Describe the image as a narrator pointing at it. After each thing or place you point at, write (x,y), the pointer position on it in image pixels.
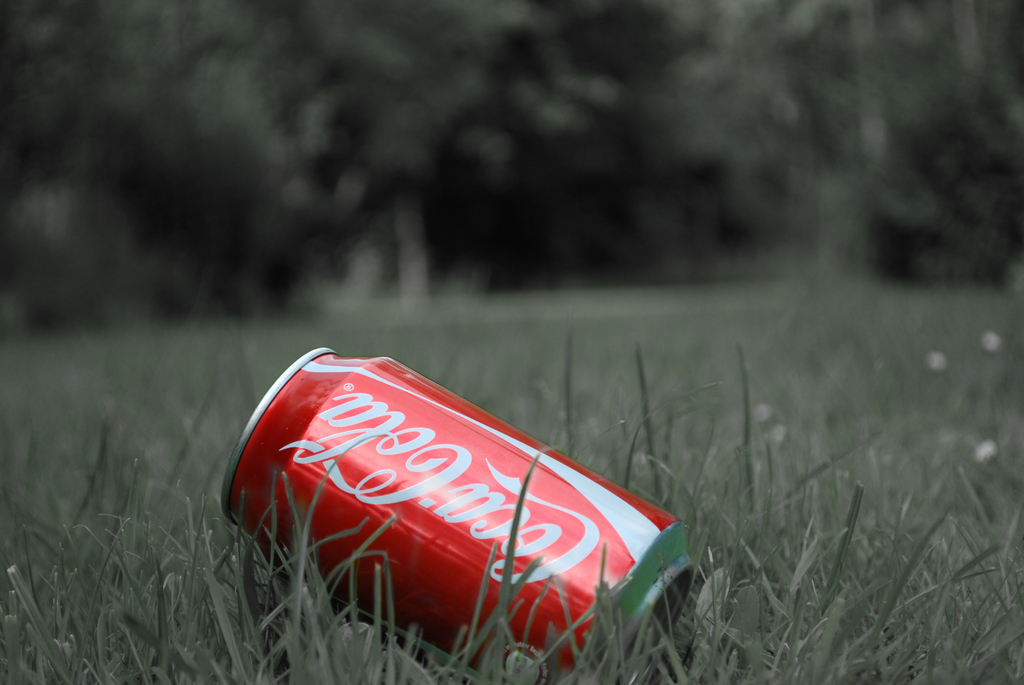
In this image I can see an open grass ground (374,309) and in the front (388,366) I can see a red colour can (500,439) on the ground (471,380). In the background (426,120) I can see number of trees (392,155) and I can also see this image is little bit blurry in the background (733,308).
